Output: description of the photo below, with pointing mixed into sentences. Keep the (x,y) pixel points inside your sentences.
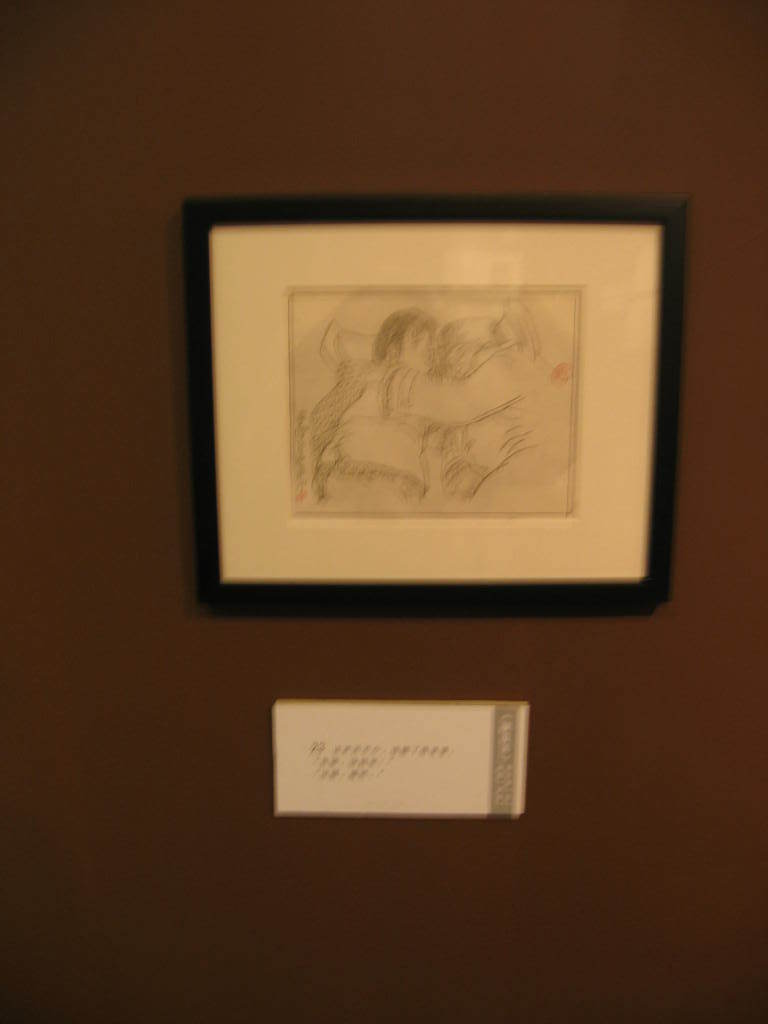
In the picture there is a wall (92,635), on the wall (224,641) there is a frame (397,435) present.
